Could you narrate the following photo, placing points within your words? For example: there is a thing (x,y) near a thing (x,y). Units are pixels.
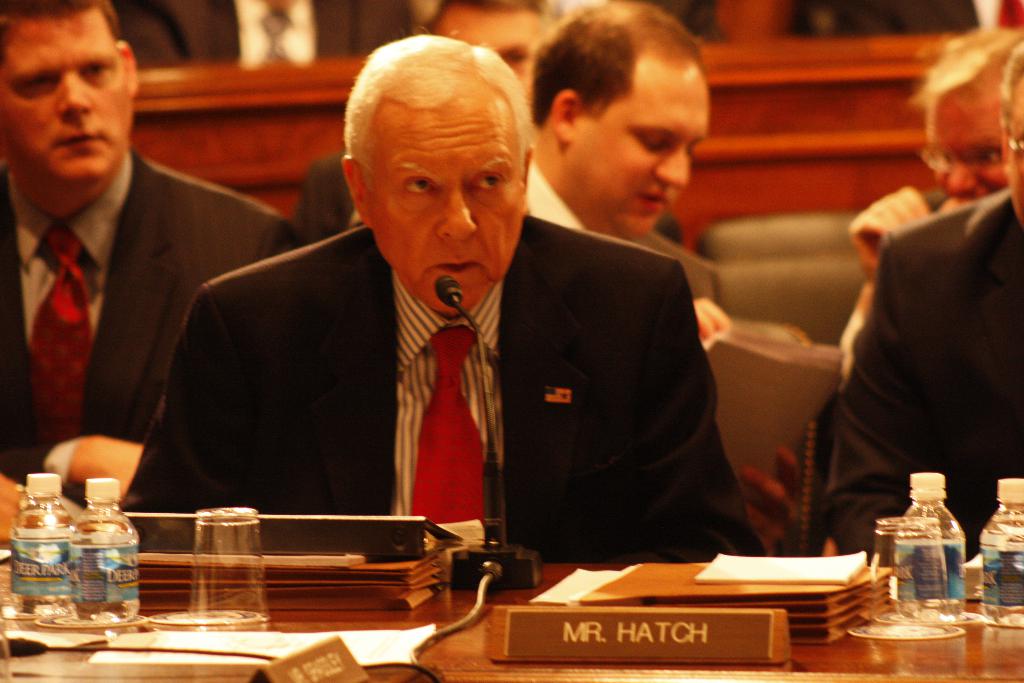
In the image we can see there are people (617,347) who are sitting on chair (809,390) and in front of the man (477,310) there is mic (457,285) with a stand (492,569) and on table (688,669) there is name plate (570,620), bottle (937,591), files (863,590) and a glass (262,591).
